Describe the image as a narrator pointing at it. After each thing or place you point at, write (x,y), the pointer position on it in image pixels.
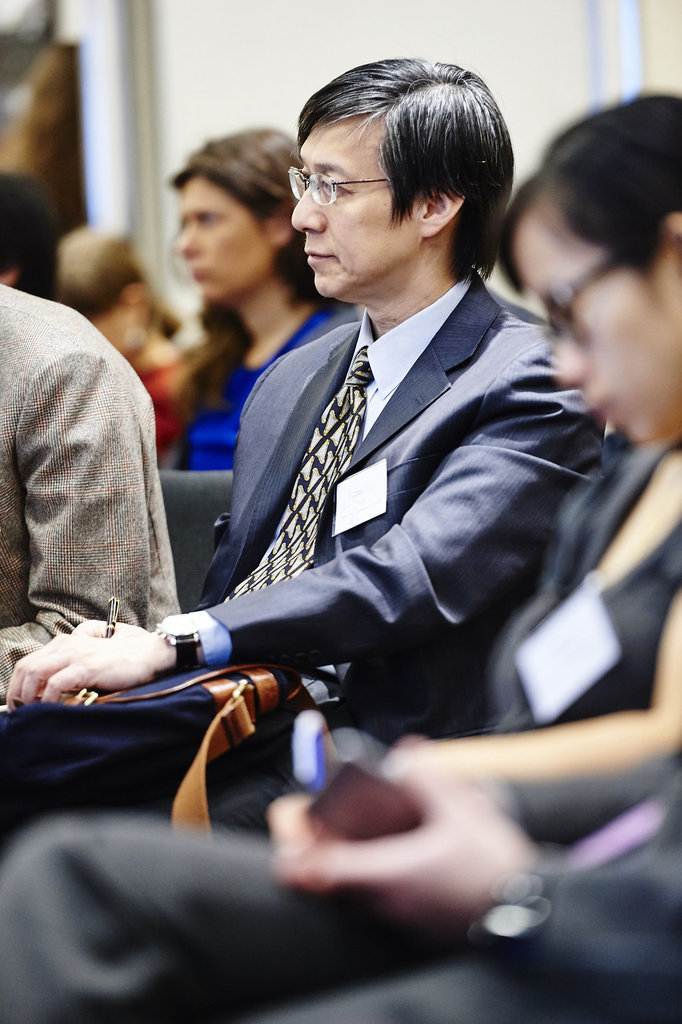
In the foreground of this image (647,978), there are four persons (451,650) sitting and a man (359,652) is holding a pen (110,636) and a bag (179,729). In the background (188,253), there are few persons (209,236) sitting and the white wall (262,38).
